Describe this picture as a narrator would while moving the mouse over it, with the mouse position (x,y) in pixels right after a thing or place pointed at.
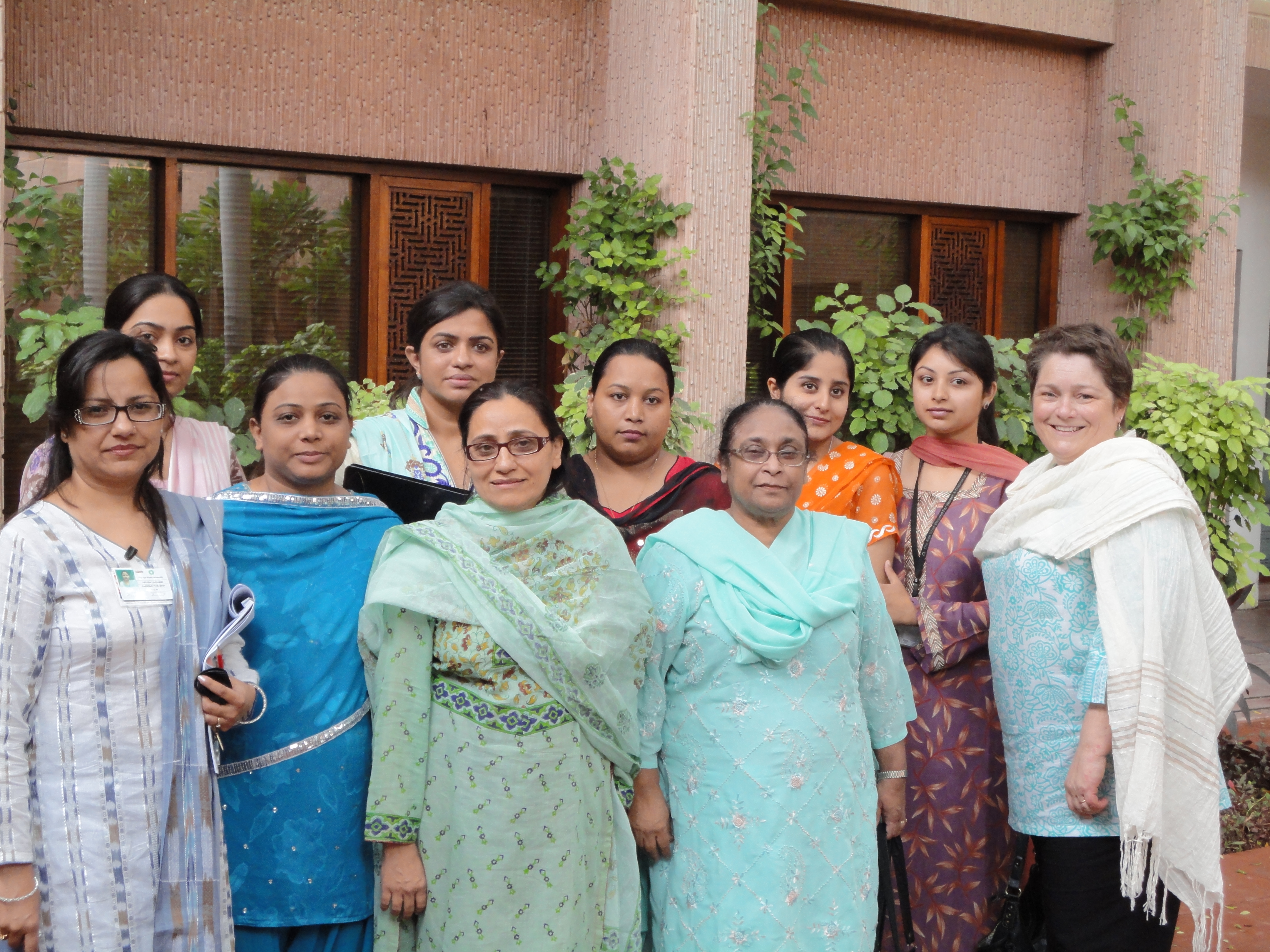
A group of ladies (641,594) are standing and smiling, behind them there are plants (570,419) and this is the building (691,149).
